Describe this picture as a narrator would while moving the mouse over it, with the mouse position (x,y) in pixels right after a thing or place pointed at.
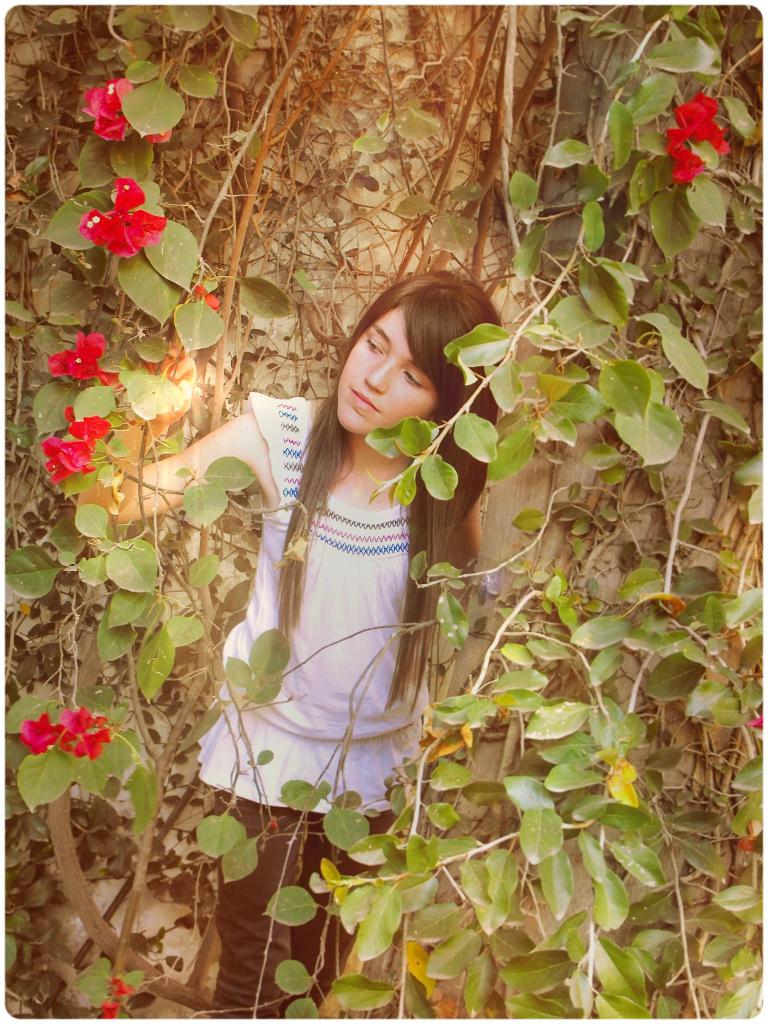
In this image, in the middle (383,582), we can see a woman (384,699) standing. On the right side (685,489), we can see a plant (665,709) with flowers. On the left side (142,222), we can see a plant (156,827) with flowers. In the background (510,14), we can see a plant (526,153) with green leaves (246,299).
